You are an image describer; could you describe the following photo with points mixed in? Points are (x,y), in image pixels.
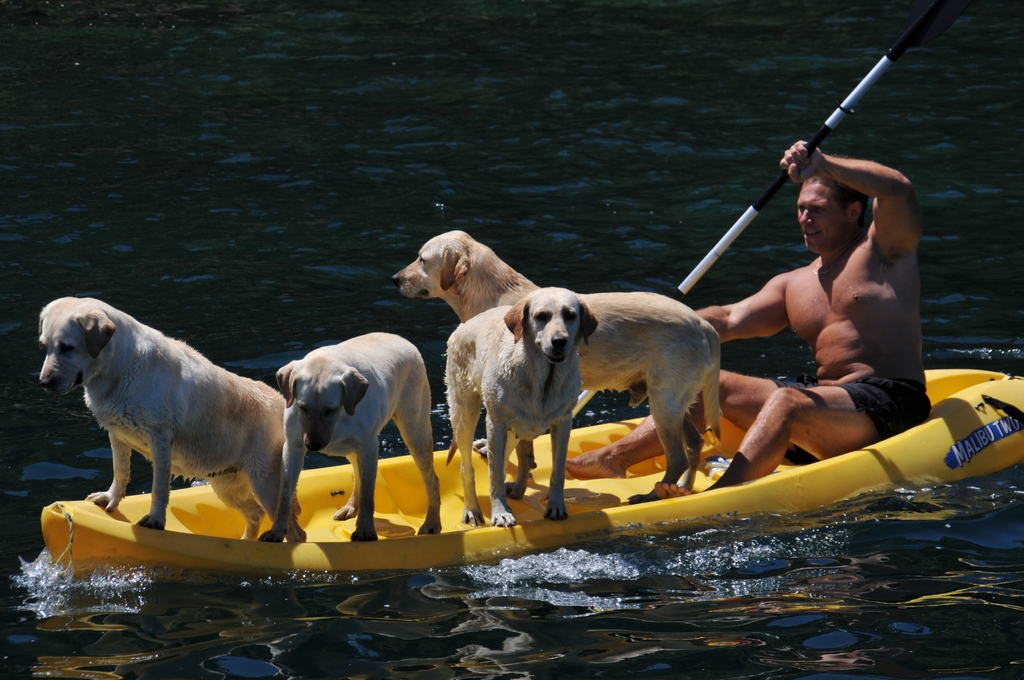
In this image there is water (598,649) at the bottom (620,570). There is a canoe (202,493), there is a person (755,385) holding an object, there are animals (714,339) in the foreground (366,452).
